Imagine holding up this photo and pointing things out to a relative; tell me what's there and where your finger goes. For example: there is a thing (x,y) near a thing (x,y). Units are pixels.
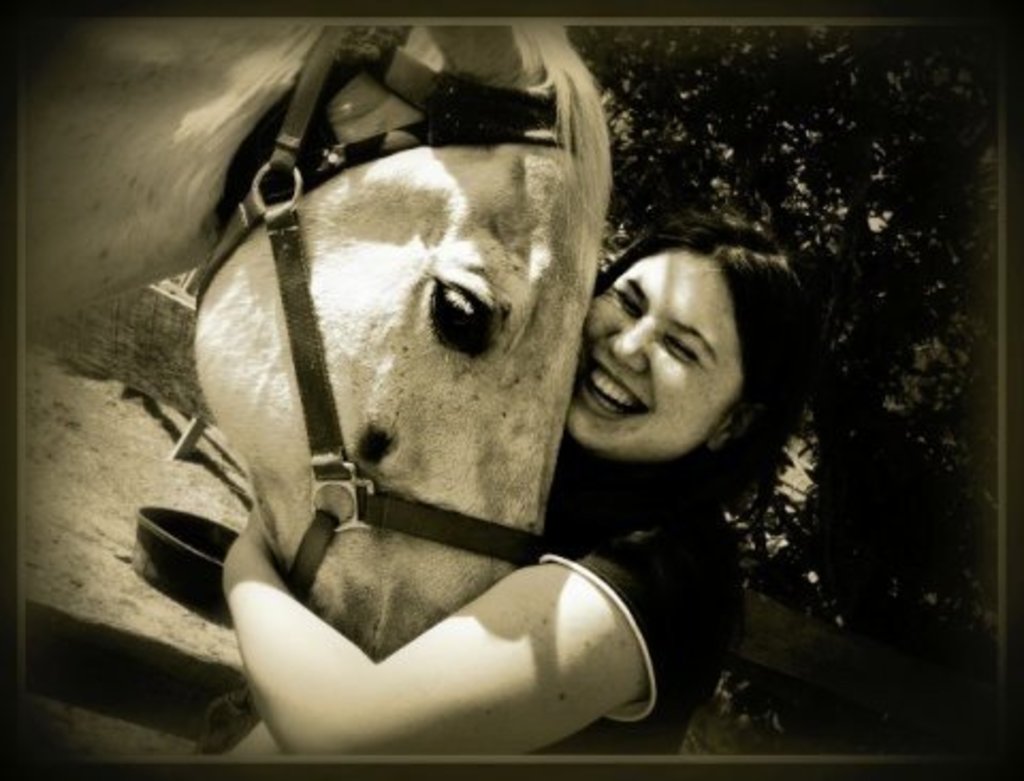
This a black and white picture. We can see a women (648,496) holding a smile (608,404) on her face (625,411) and she is holding an animal (272,332) with her hands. This is a tub (165,520). On the background (779,230) we can see trees (871,251).
